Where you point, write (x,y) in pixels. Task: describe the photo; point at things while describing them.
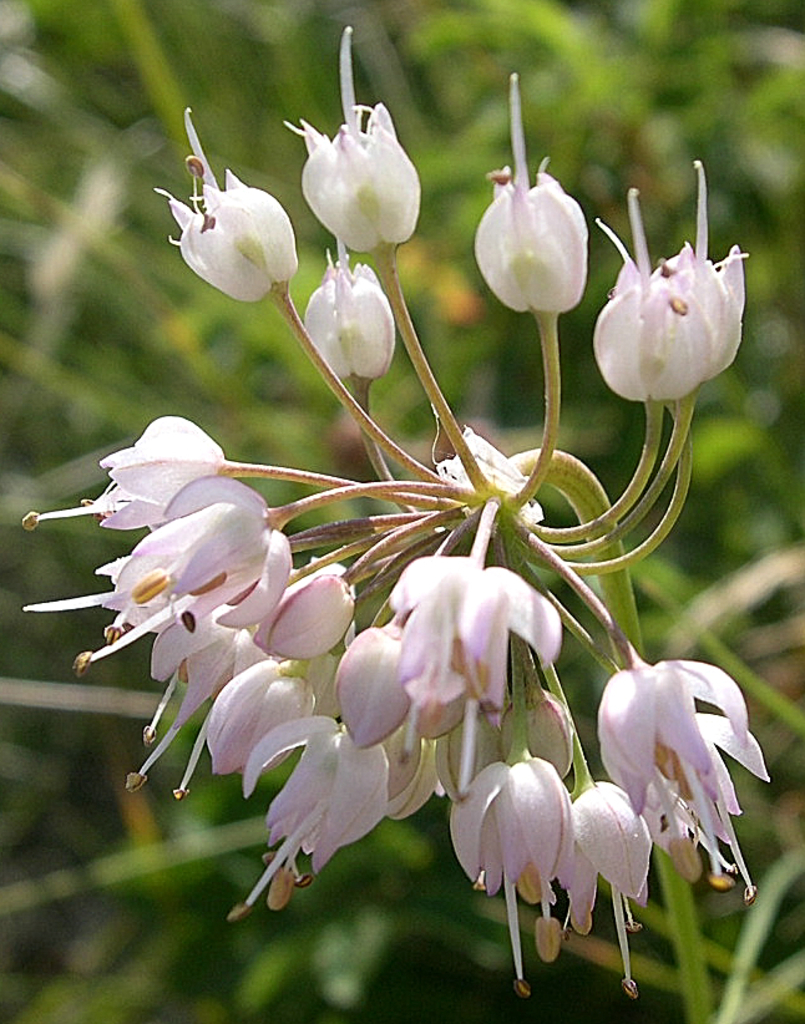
In the picture we can see flowers (244,285) present to the stem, beside there may be plants (172,272), the background of the image (163,358) is slightly blurred.
